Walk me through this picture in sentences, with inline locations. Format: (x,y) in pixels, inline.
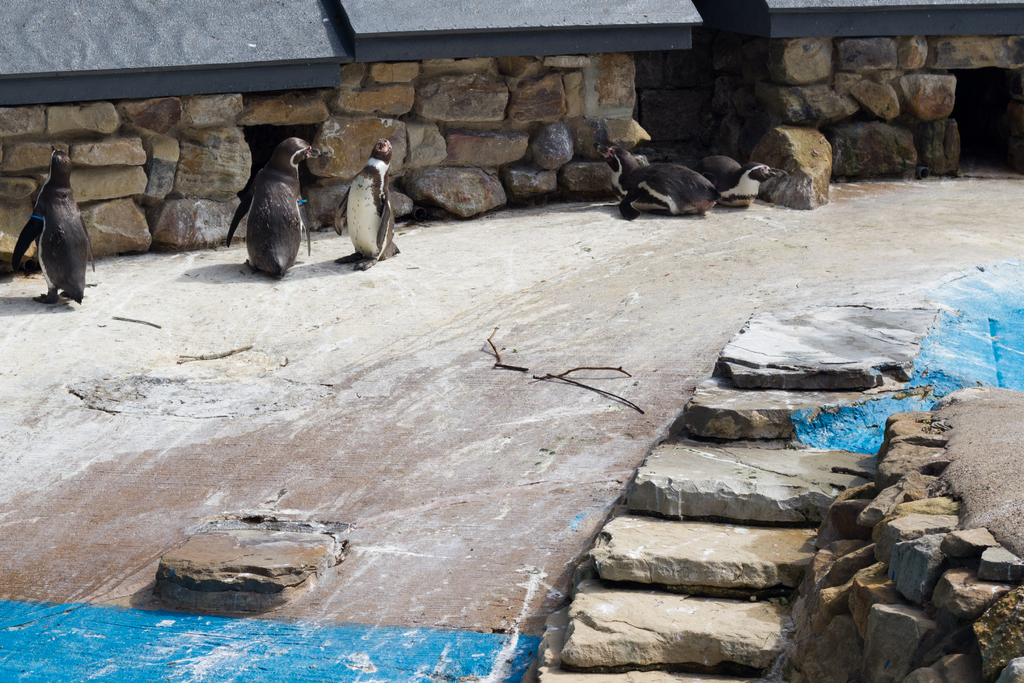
In this image we can see penguins (41,223). Also there are rocks (708,547). In the back (631,93) there is a rock wall (392,63).
